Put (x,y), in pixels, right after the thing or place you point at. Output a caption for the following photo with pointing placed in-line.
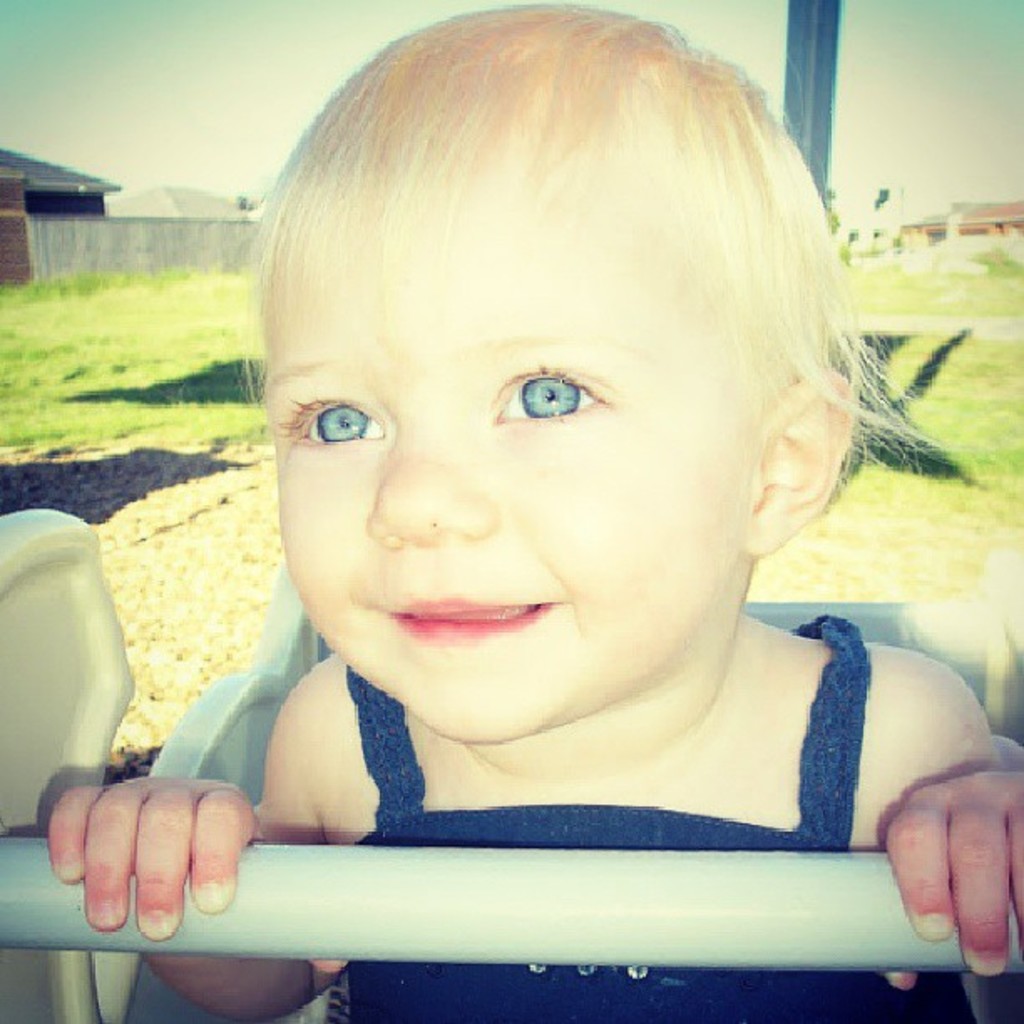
In this image a kid (602,472) is sitting on the chair (55,752). Behind her there is a pole (808,25) on the grassland (245,355). Background (26,173) there are few buildings (1002,233). Top of the image (308,79) there is sky (308,79).
